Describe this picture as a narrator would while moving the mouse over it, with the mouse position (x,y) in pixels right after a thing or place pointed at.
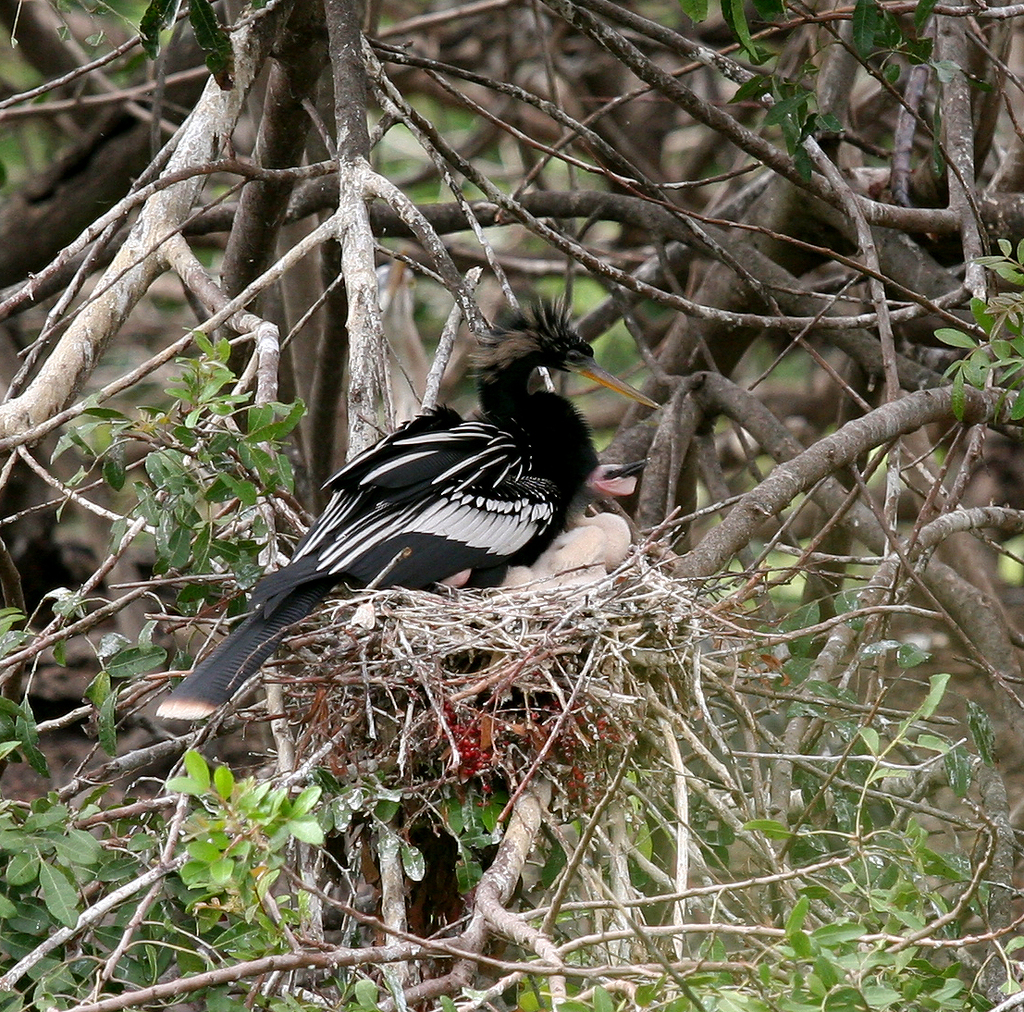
In this image there are a few birds (524,474) on the nest (429,677), which is on the tree (17,964).
